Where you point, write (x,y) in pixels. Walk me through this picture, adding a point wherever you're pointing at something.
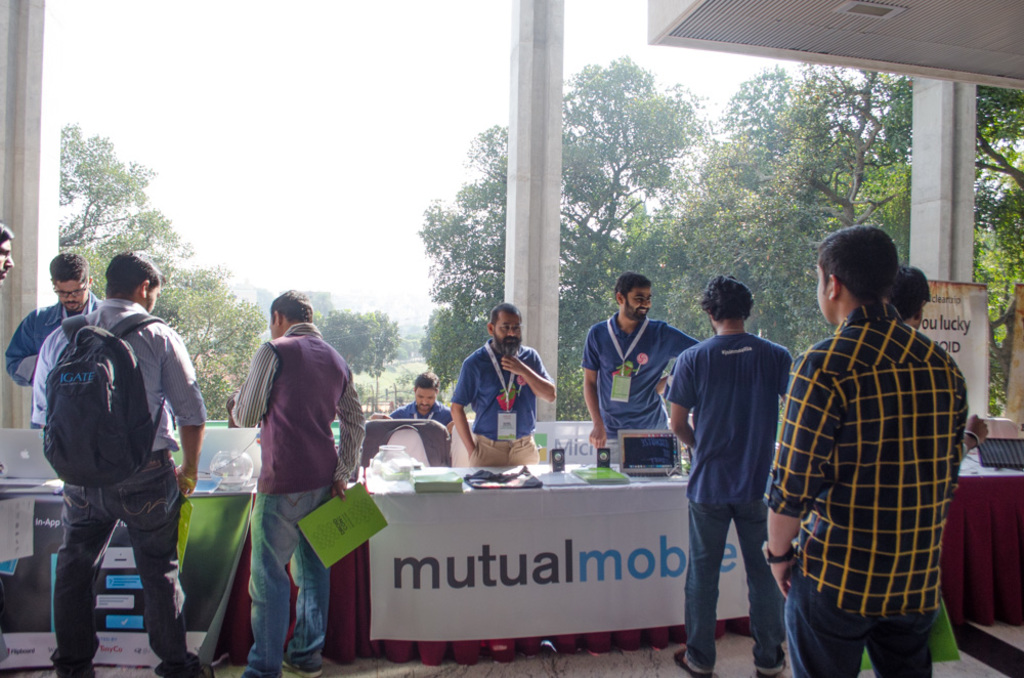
In this image we can see three pillars (533,194), two banners (1022,364), two chairs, three tables (981,525) covered with red cloth (963,520) and white banners (581,541). So many objects (248,450) are there on the table (595,555). There are 10 people (476,353), 9 persons (148,362) standing and 1 man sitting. One person (157,449) wearing bag (130,454) and three people (293,519) holding files (186,507). There are many trees (370,324) outside of the building (962,210) and at the top (346,135) there is the sky (306,137).
